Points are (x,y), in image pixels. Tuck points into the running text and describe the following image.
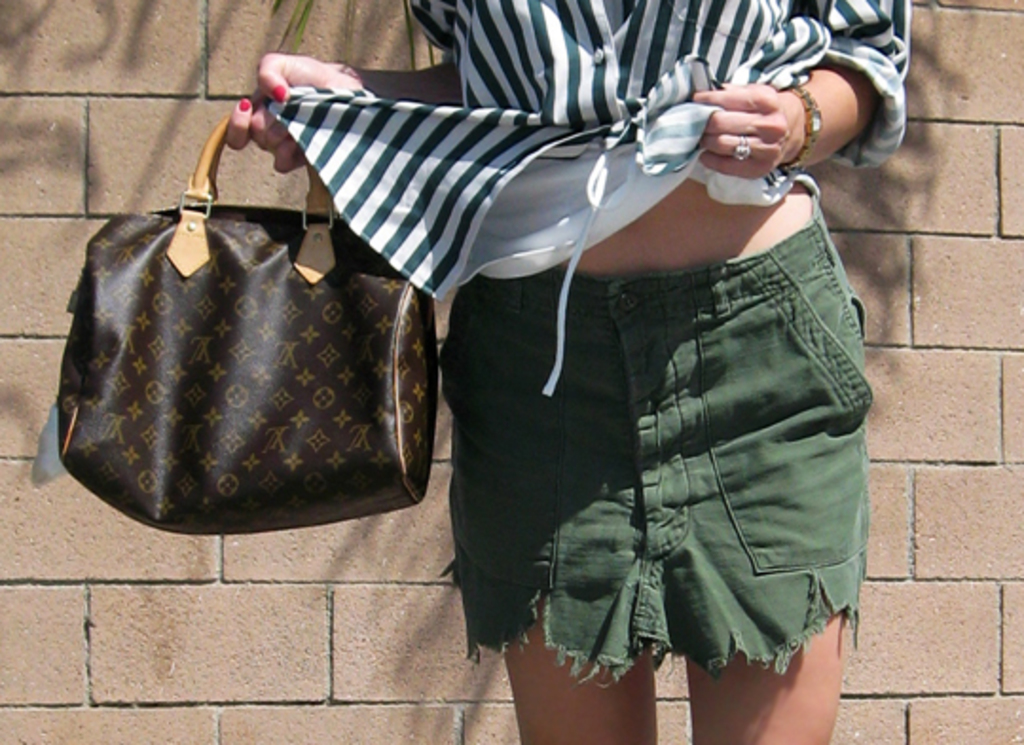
In this image I can see a person (555,616) standing and the person (616,595) is wearing black and white shirt (470,183) and green color short (658,410). The person (684,422) is holding a bag (144,454) which is in brown color, background (26,62) the wall (58,44) is in brown color.
